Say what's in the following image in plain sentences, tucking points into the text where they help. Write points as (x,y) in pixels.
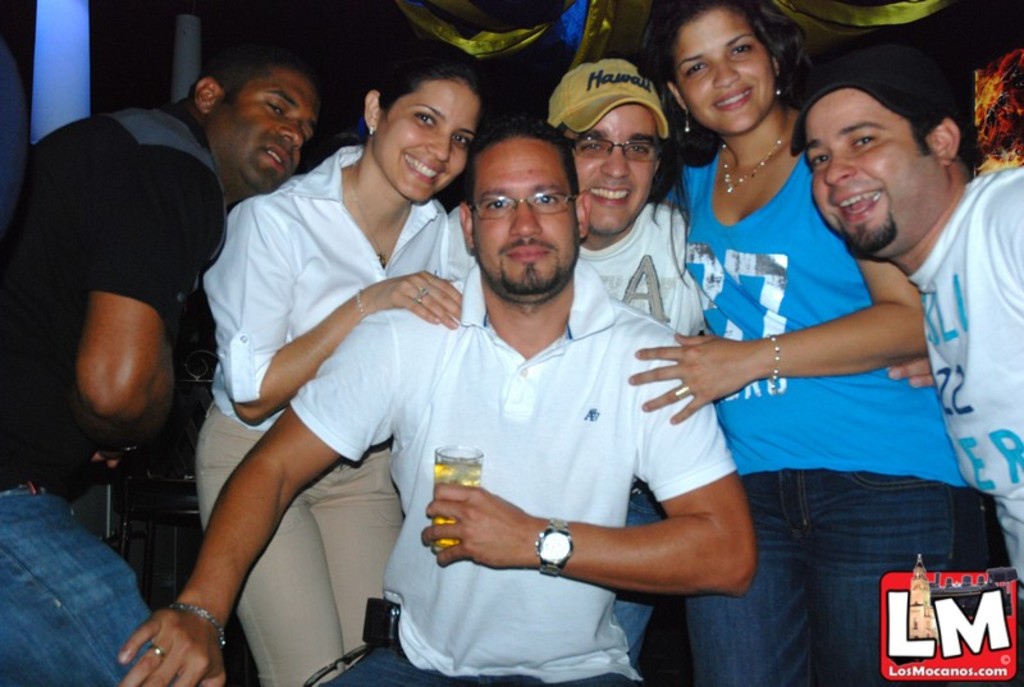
In the middle (543,313), there is a person (540,200) in white color t-shirt (576,305), sitting, holding a glass (438,449) which is filled with drink (472,468) with one hand (483,534) and keeping one hand (135,654) on the leg (97,686) of other person (15,300) who is in black color t-shirt (128,192) and smiling. In the background (903,196), there are other persons (738,119) in different color dresses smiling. And the background (981,27) is dark in color.
